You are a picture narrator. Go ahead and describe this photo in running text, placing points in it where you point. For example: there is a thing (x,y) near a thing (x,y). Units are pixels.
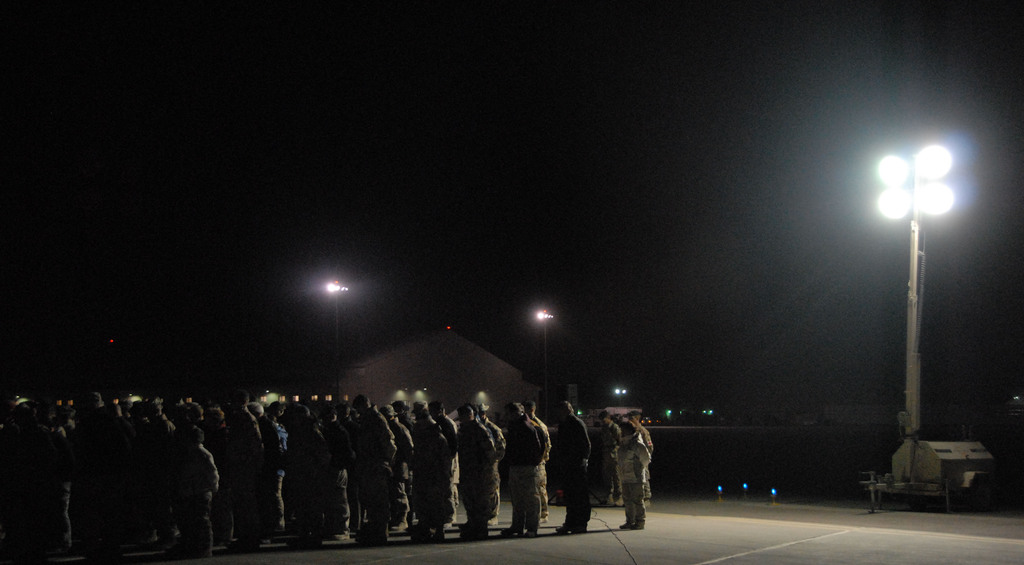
In this image I can see the group of people (292,463) with dresses (475,482). To the right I can see many light poles (912,407) and the house (444,347). And there is a black background (466,173).
